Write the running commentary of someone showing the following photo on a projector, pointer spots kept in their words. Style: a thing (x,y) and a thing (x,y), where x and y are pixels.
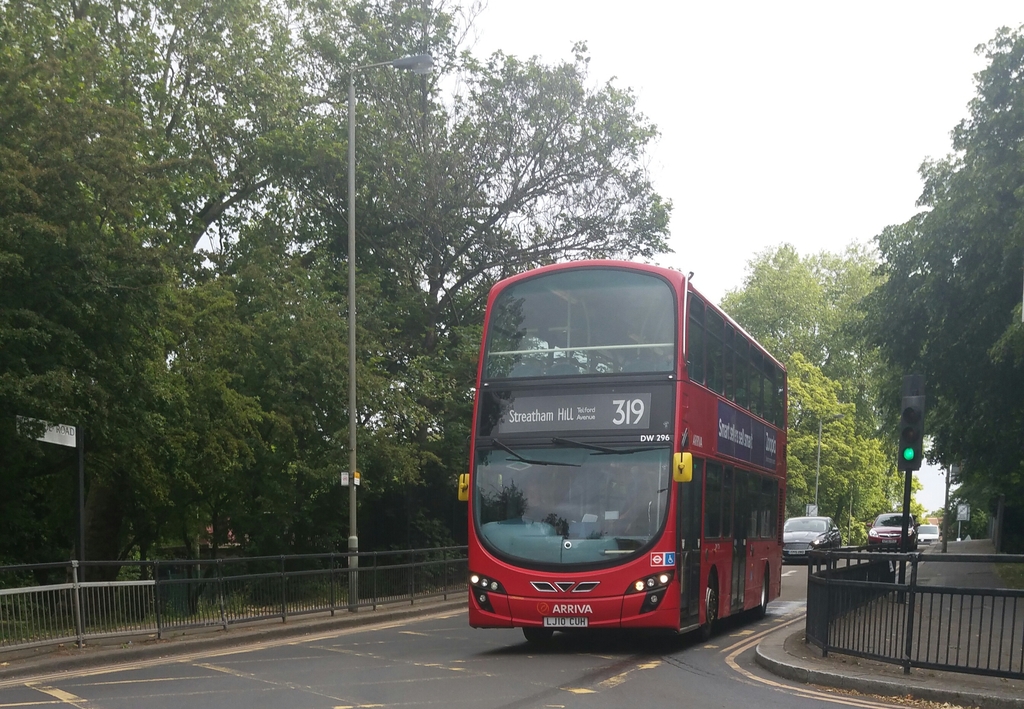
In this image I can see the road (460,634). To the side of the road (793,585) I can see the railing (228,579), many poles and the trees (825,396). In the background (749,187) I can see the sky (733,170).
